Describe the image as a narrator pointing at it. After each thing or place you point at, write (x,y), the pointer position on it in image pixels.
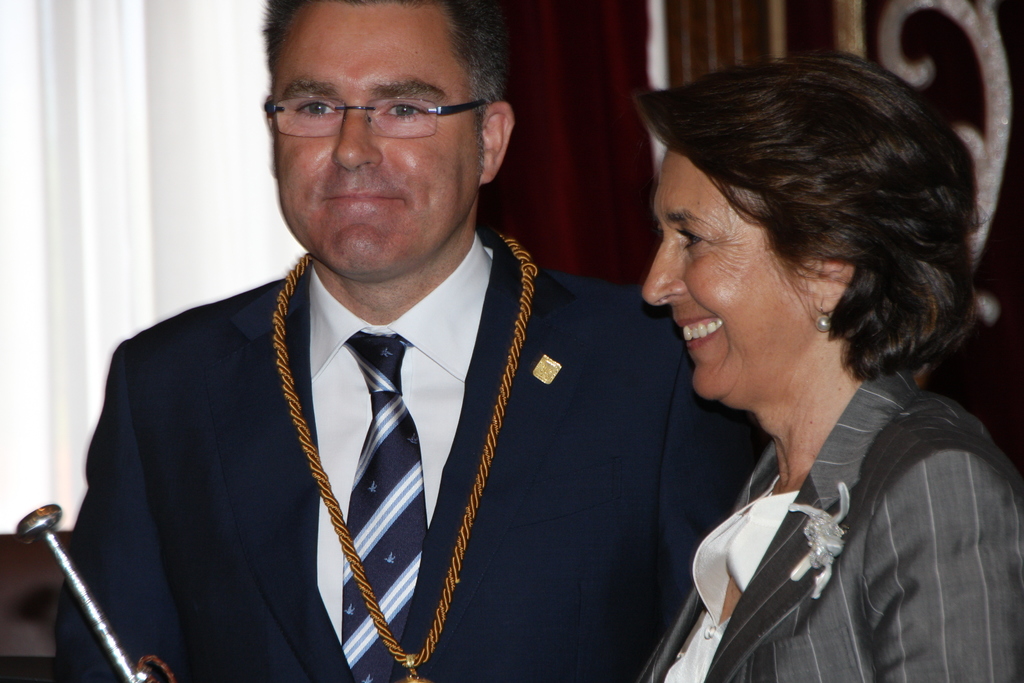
In this image there are two people (883,484) standing one in the middle (582,327) and one on the right (963,153).
